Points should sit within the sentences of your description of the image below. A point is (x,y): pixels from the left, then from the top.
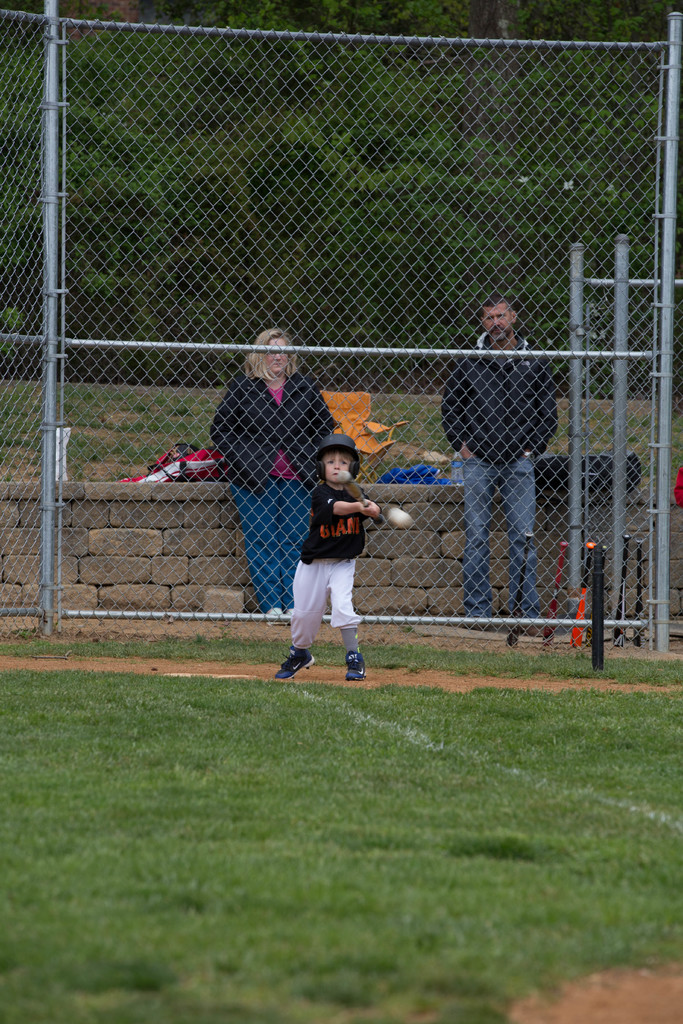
In this image I can see a fence (167,341), in front of fence (422,551) I can see a boy (344,633) visible, back side of fence (625,428) I can see two persons (227,428), in front of small wall (127,501), there are some trees (187,125) visible in the background (594,129).
